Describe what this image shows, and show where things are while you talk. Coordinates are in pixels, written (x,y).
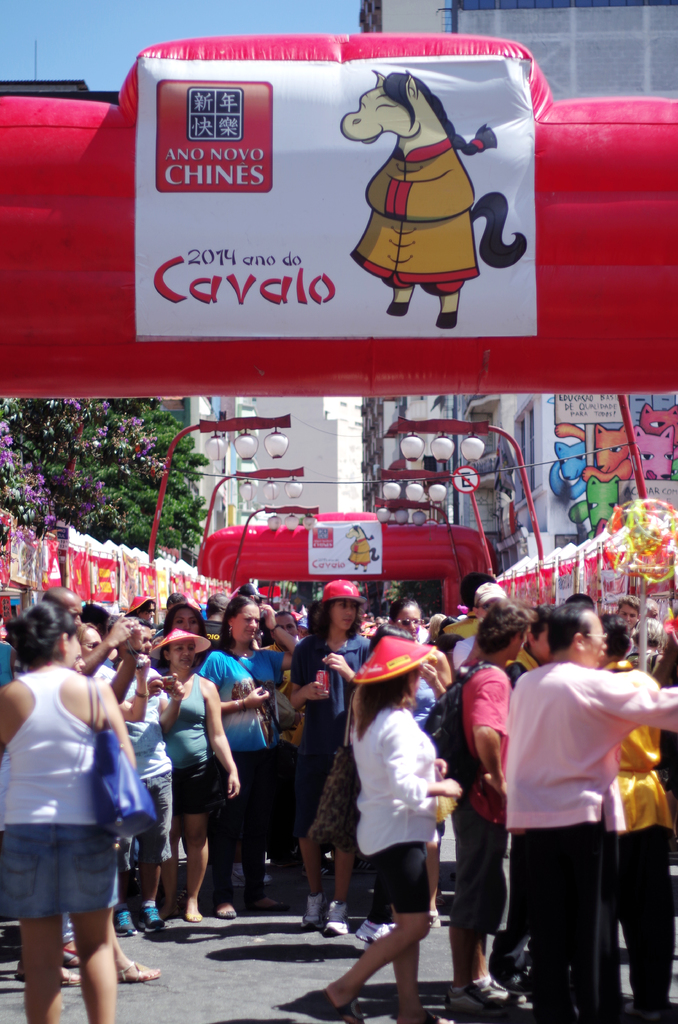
In this image I can see at the bottom (589,698) a group of people (299,809) are there, at the top (497,219) there is the air balloon (594,226) with a sticker (395,215) on it.
